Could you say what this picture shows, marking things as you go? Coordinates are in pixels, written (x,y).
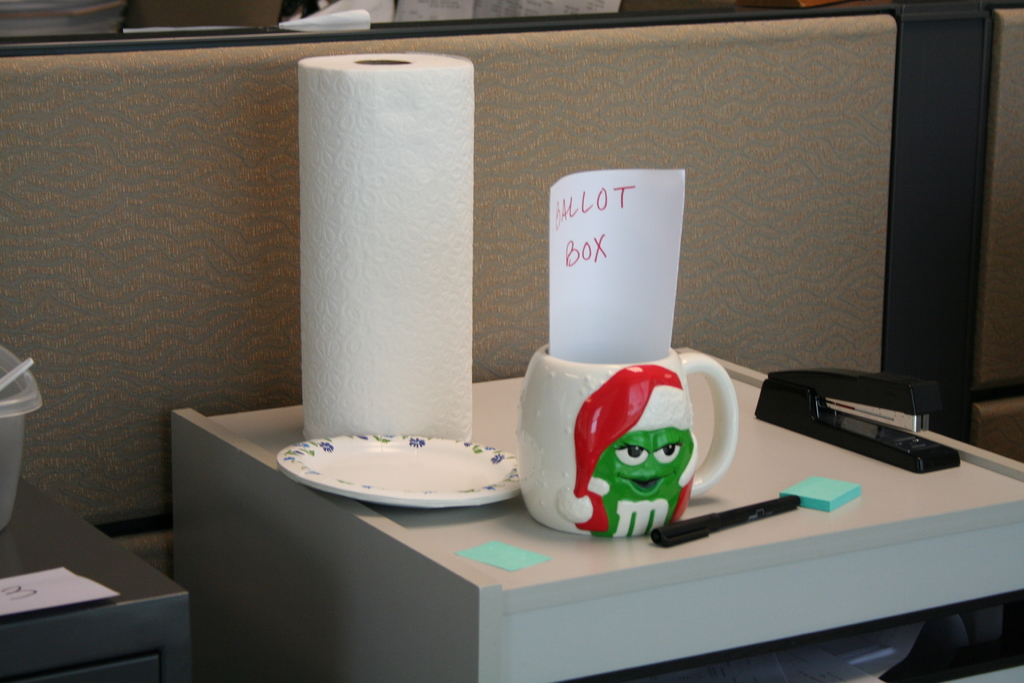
There are tissue roll (410,255), a small plate (424,477), a cup (655,447), a pen (745,516) and stapler (857,408) on a small table (776,437).
